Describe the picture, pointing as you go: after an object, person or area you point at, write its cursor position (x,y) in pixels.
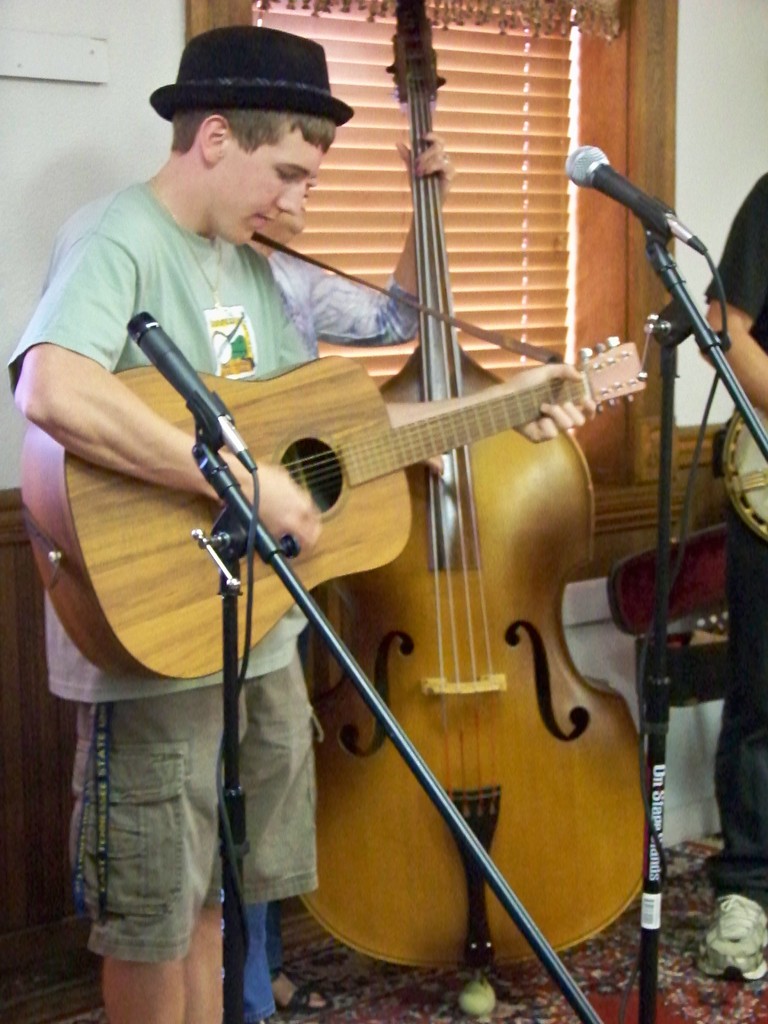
In the image few people (213,181) are playing some musical instruments (751,518), Behind them there is a wall (744,98). In the middle of the image (256,468) there is a microphone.
